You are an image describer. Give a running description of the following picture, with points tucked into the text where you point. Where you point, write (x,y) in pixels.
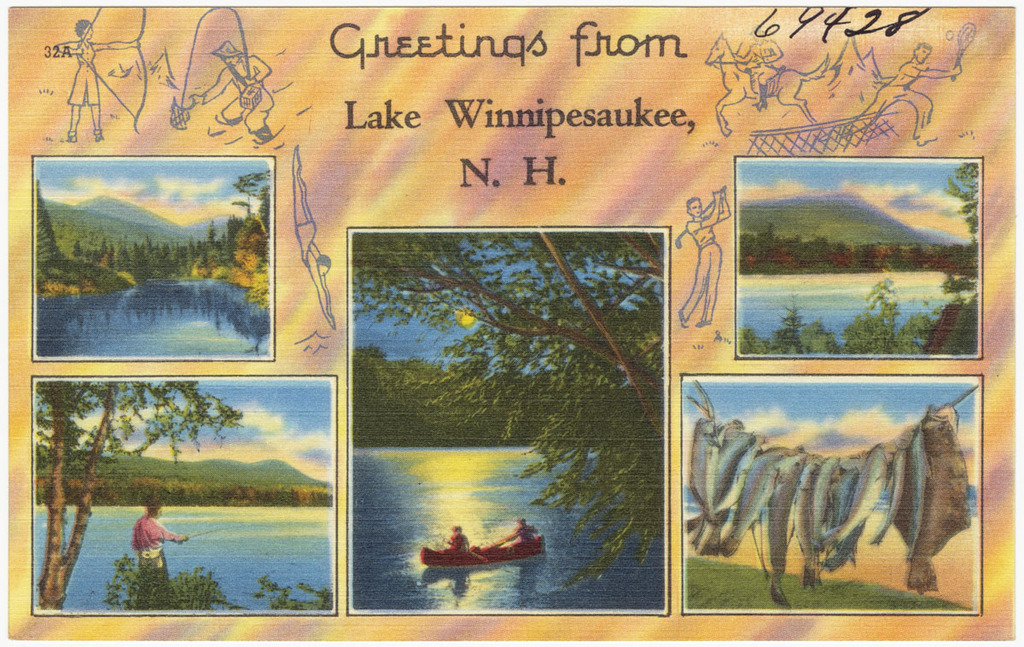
In this picture there are few images (543,446) and there is something written above it.
